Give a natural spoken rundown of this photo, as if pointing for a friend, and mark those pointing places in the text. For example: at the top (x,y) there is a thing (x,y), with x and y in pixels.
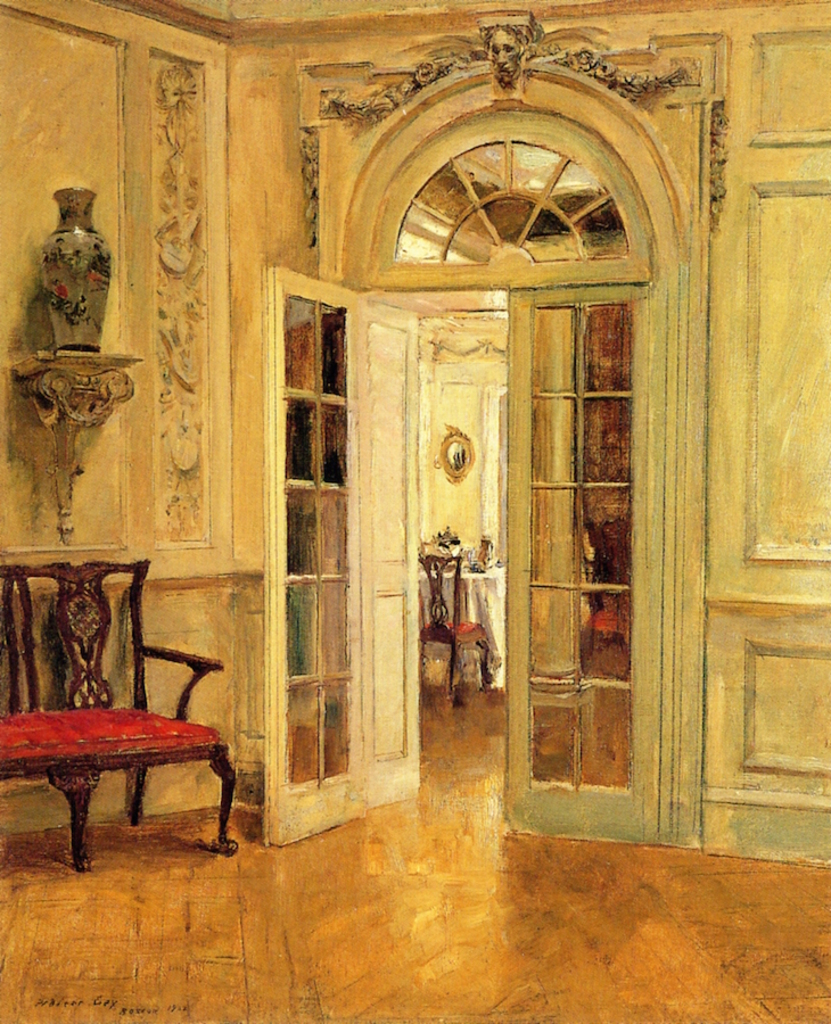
In this image in the front (82,675) there is an empty chair (77,662), on the wall (88,450) there is a pot (94,325), there is a door (522,596) in the center (511,587). In the background (424,578) there is a table (467,586) and there are chairs (456,568) and there is a mirror (455,469) on the wall (464,481). In the front (505,76) on the wall (534,69) there is a sculpture (508,65).
